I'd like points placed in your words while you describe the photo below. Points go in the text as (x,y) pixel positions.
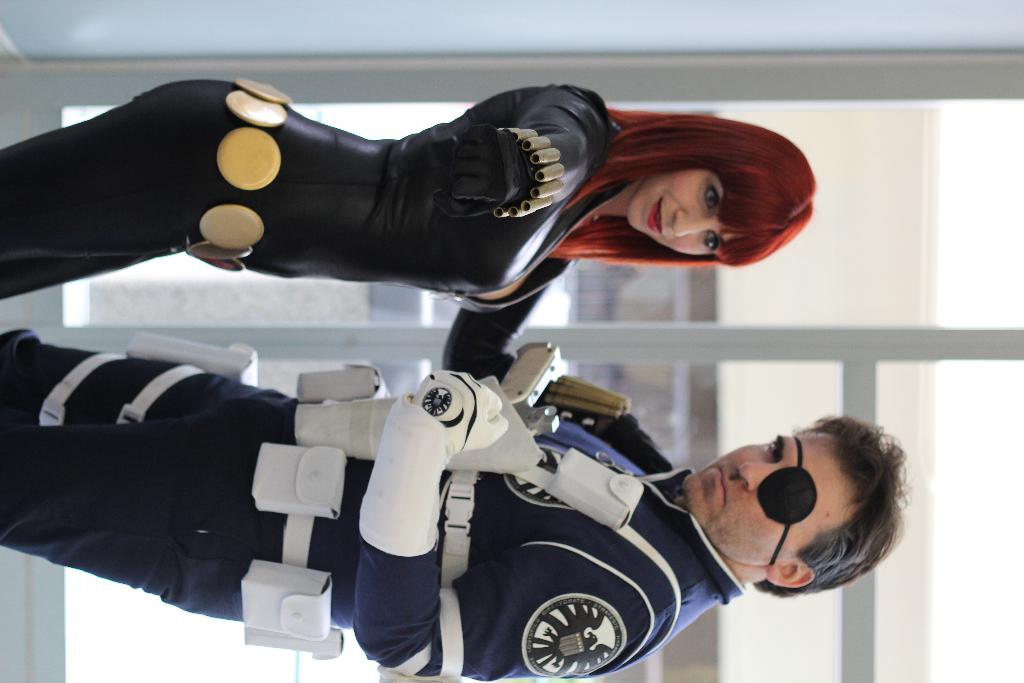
In this image we can see a lady (598,94) and a man (381,516) standing. In the background (846,285) there is a door (936,348).
